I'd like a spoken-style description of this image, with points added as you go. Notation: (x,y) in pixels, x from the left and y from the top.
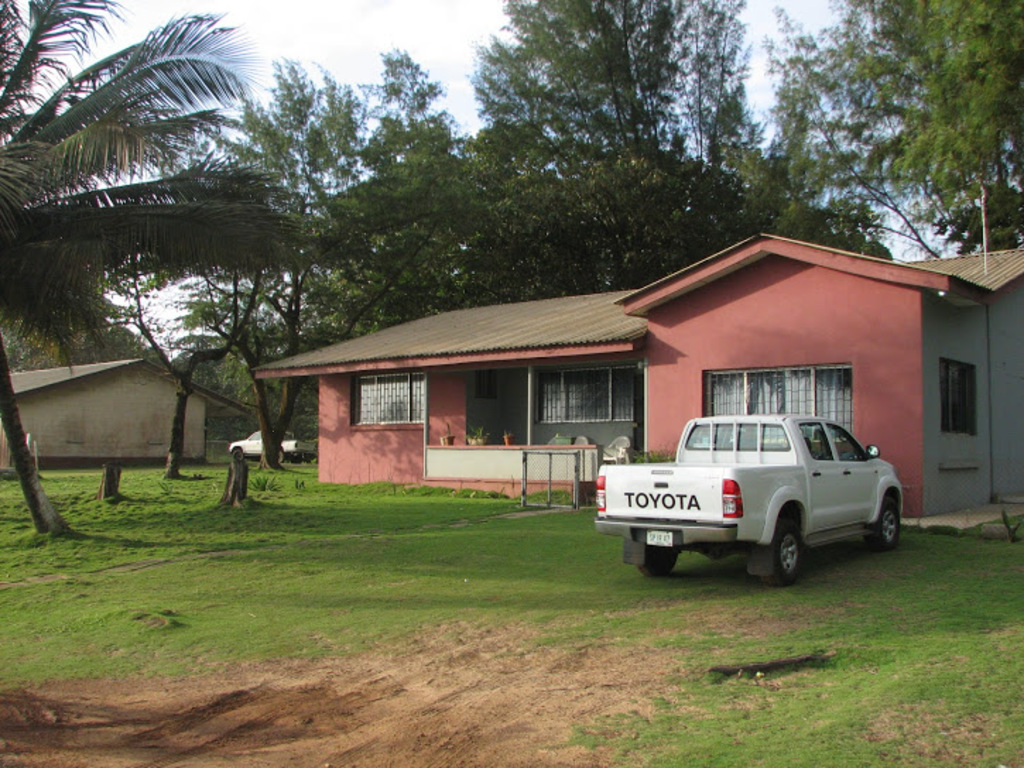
In this image we can see there is a house (811,340), in front of the house (833,330) there is a vehicle (762,518) parked, beside the house (324,462) there is another house (126,414). In the middle of these two houses (326,428) there are trees (277,231) and another car (288,451). Around the house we can see there is greenery (60,477). In the background (401,42) there is a sky (342,42).
